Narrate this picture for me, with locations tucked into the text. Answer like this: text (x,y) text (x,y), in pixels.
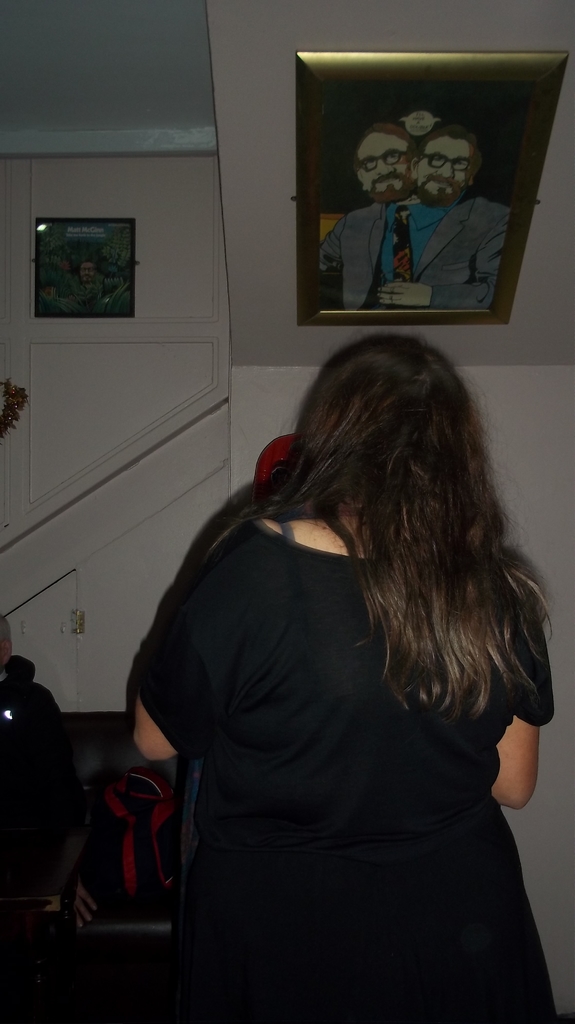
In front of the image there is a lady (321,837) standing. In front of her there is a wall (252,370) with frame (458,100). On the left corner of the image (30,855) there is a table (26,846). Behind the table (36,849) there is a sofa (92,776) with a person (38,805) and a bag (129,804). Behind them there is a cupboard (75,345) with a frame (123,226).
